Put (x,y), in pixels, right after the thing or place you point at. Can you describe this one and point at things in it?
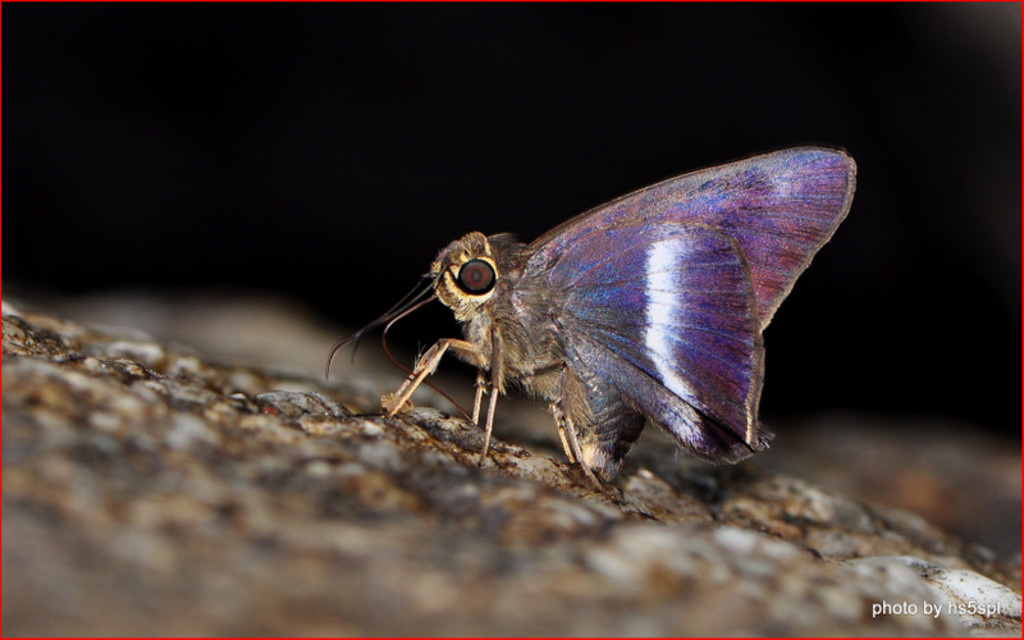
In this picture we can see a butterfly (634,427) here, at the right bottom (898,616) there is some text (943,616), we can see red color border (63,637) here.
